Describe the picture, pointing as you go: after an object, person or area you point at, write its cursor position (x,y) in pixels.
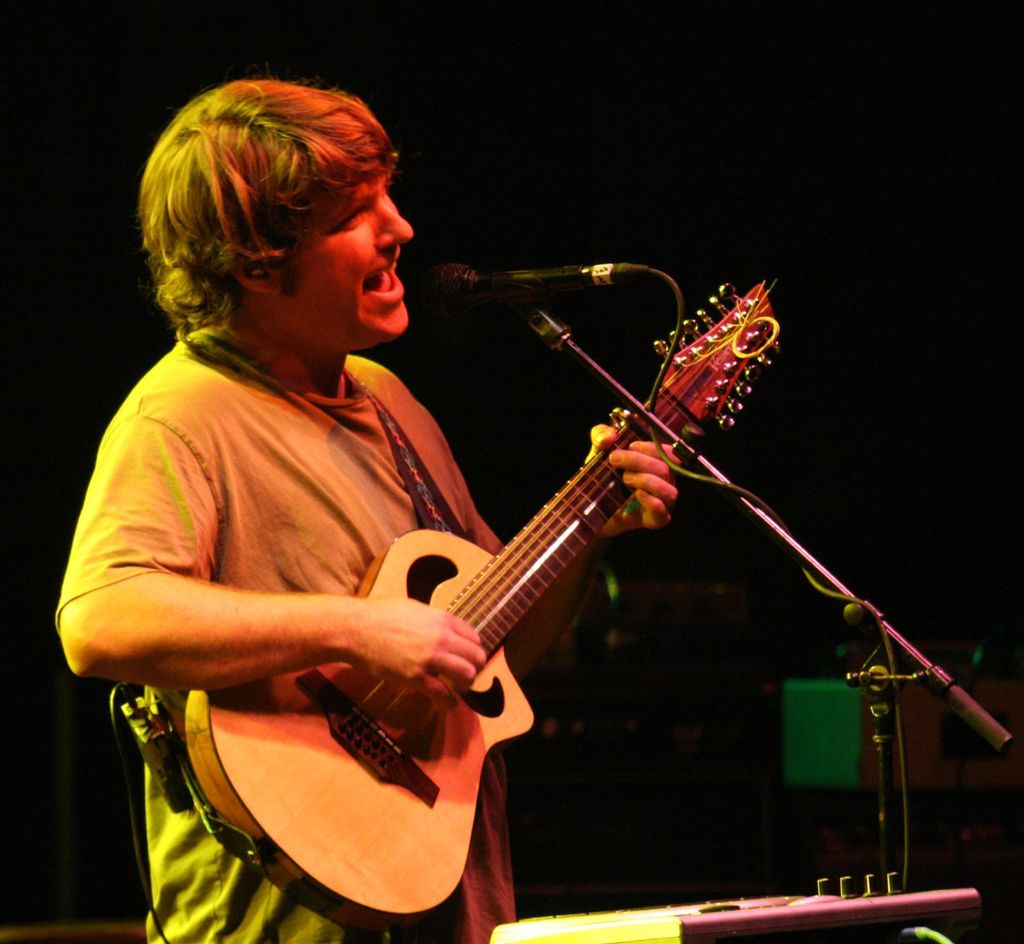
The person (416,628) is playing guitar (539,531) and singing in front of a mic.
